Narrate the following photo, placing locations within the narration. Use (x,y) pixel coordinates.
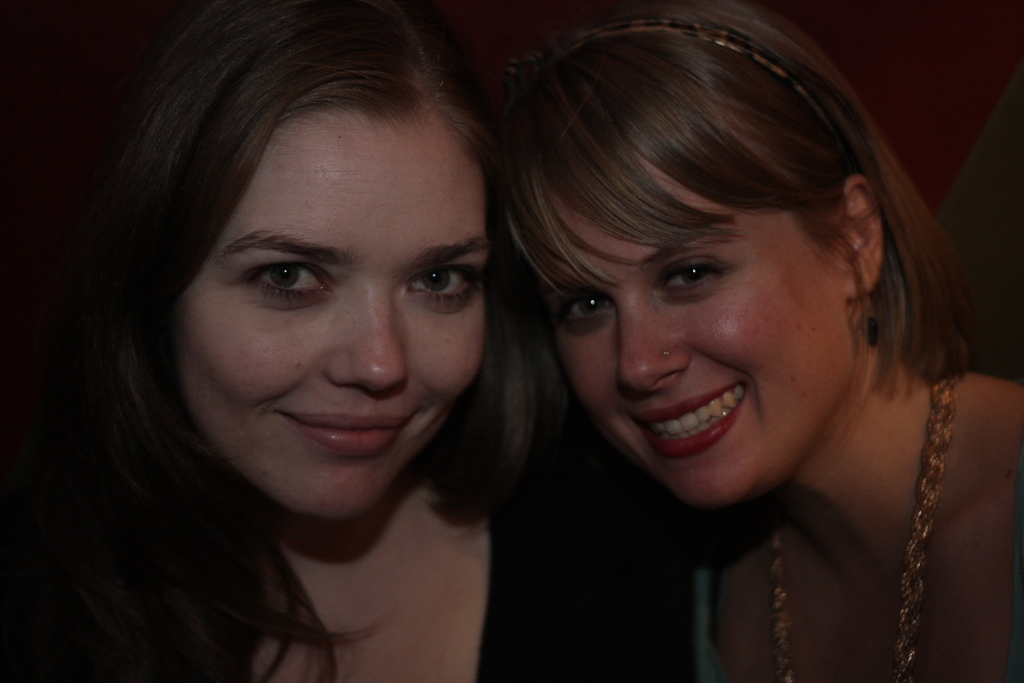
In the picture I can see two women (512,399) smiling.
